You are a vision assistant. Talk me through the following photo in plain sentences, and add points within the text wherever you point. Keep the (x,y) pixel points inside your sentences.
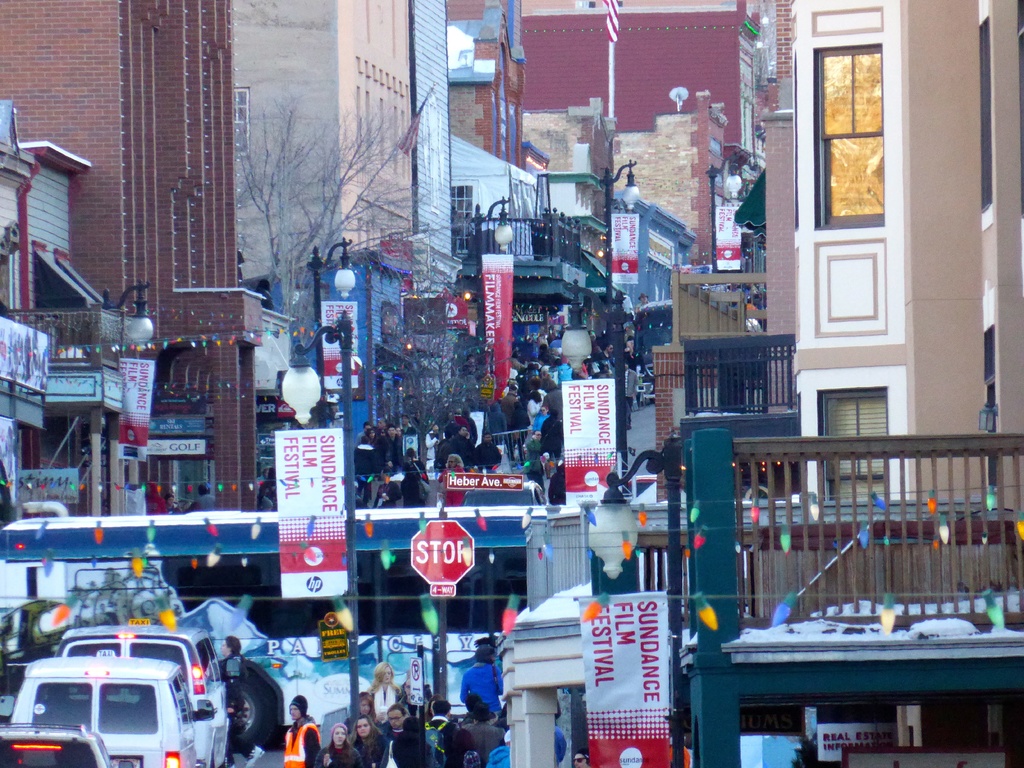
In this image we can see buildings (670,273), vehicles (209,642), persons (483,456), advertisements (632,267), poles (581,334), name boards (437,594), fencing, sign board (431,539) and trees (291,254).
